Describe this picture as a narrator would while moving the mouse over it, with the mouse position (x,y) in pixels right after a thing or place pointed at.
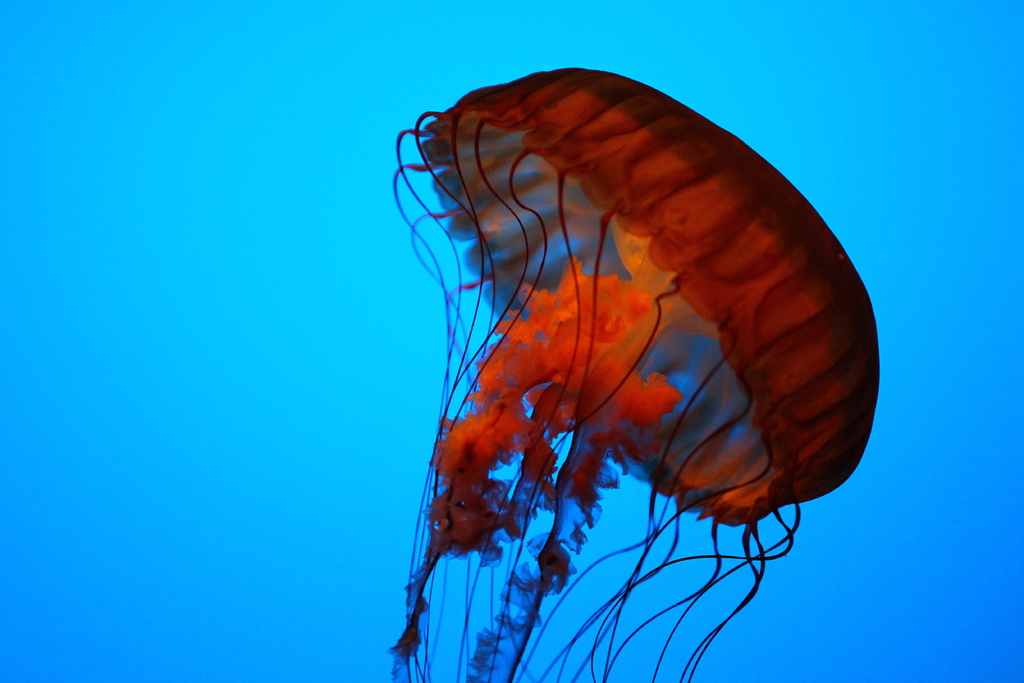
The picture is taken in the water (636,624). In the center of the picture (456,239) there is a jellyfish (541,254).
